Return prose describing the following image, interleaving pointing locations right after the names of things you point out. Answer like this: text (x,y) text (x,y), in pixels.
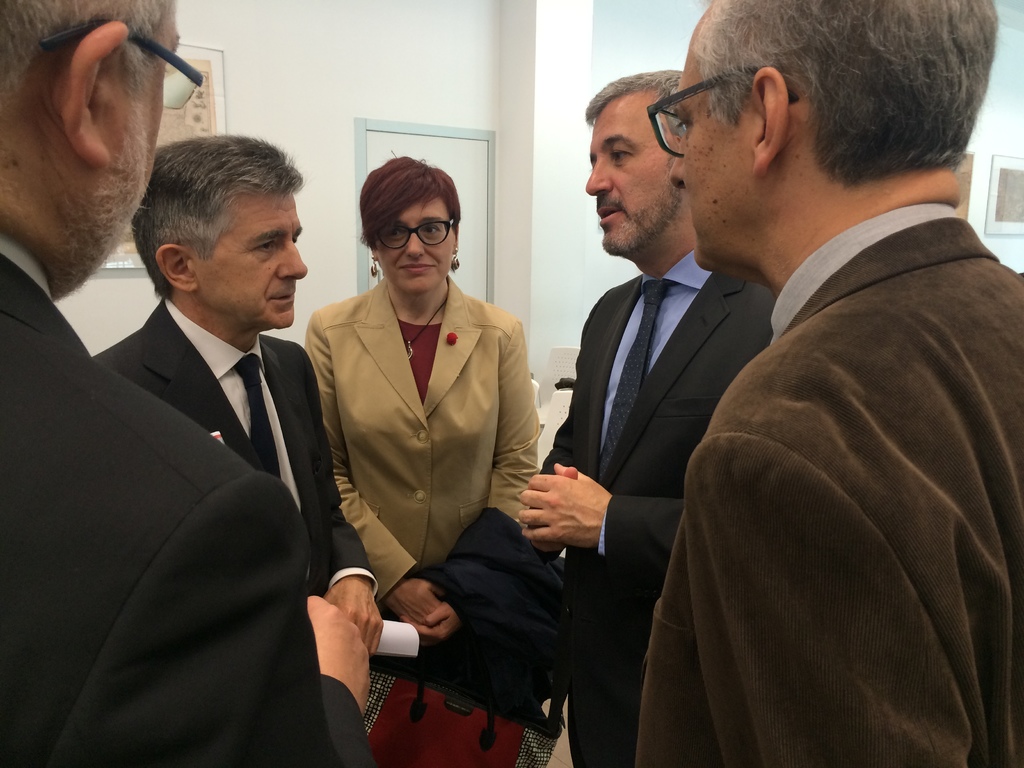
In this image we can see four men (662,452) wearing the suits (219,535). We can also see a woman (382,451) wearing the glasses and also the suit (458,506) and holding the bag (420,692) and standing. In the background (345,120) we can see the wall (494,52), door (477,154) and also the frames (965,193) attached to the plain wall (994,120).
